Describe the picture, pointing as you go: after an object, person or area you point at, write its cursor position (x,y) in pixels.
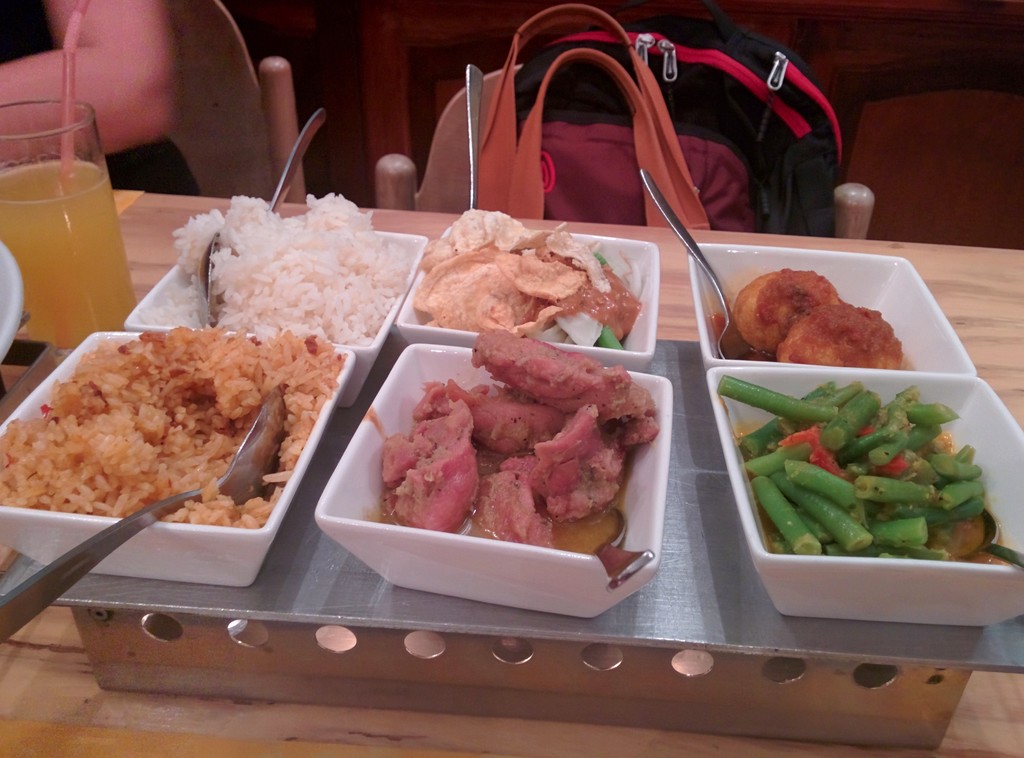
In this image there are different dishes (465,351) and a glass (71,257) on the table (668,252). There is a bag (576,113) on the chair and at the left of the image (149,101) there is a person (125,99) sitting on the chair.
